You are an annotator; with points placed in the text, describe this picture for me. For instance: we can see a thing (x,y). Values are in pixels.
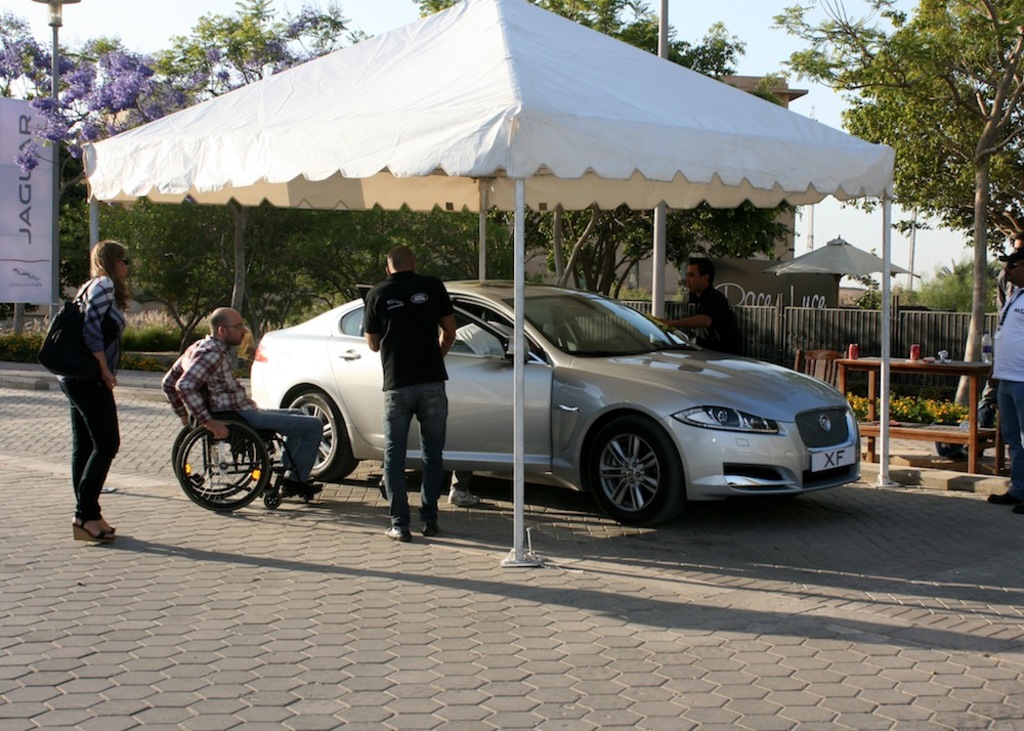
On the left side (98,287), there is a woman (113,285) wearing a handbag (78,318) and standing on the footpath (72,581). Beside her, there is a person (202,378) sitting on wheelchair (216,472) near a road (489,479) on which there is a vehicle (608,478). Beside this vehicle (481,458), there is a person (463,338) standing and bending and there is a person (402,495) in black color t-shirt (434,352) standing. Above them, there is a white color tent (623,105) attached to the four poles (516,200). On the right side (1017,328), there is a person (1014,347) in white color t-shirt (1014,347) standing on the road (1000,506). In the background (1007,211), there are some objects (989,360) on the wooden table (972,402), there are trees (74,203) and plants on the ground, a fencing (804,310), a building (797,89), a hoarding (35,276) attached to the pole (53,229) and there are clouds (366,2) in the blue sky (762,19).
